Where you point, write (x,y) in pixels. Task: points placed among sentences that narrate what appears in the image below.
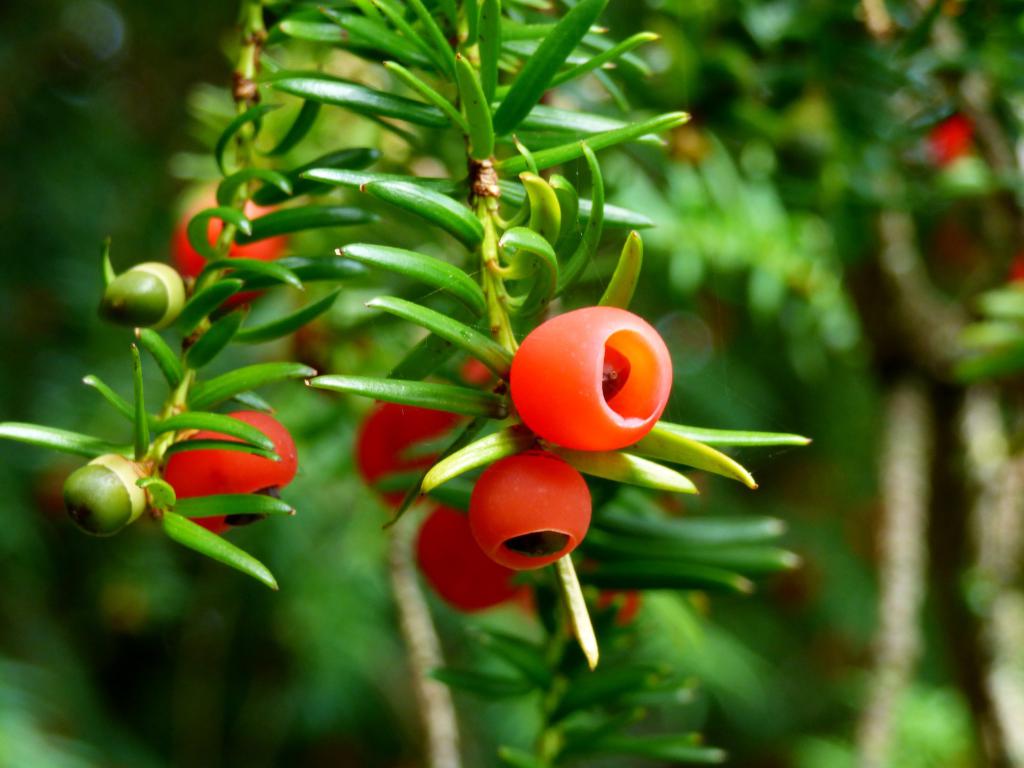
In this image there are fruits (547,486) on the stem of a plant (693,574), behind that there are so many plants (691,559).
